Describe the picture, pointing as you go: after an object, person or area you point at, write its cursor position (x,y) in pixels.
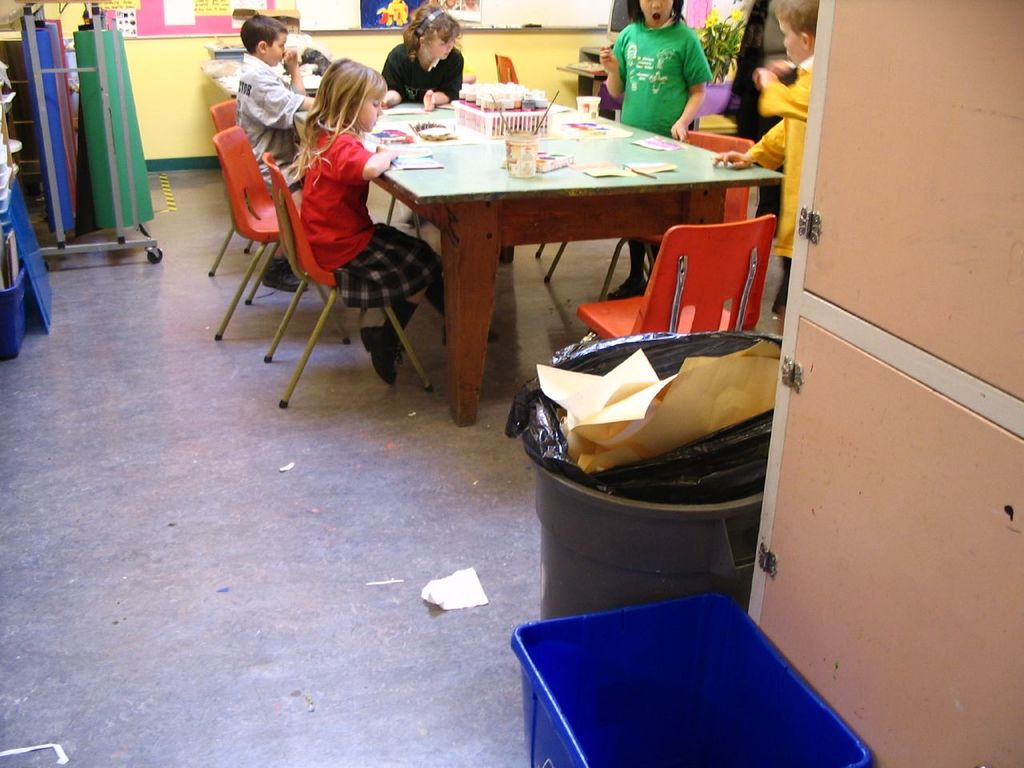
In this picture I can see children (272,106). Among them three children (281,92) are sitting on chairs (261,178) and two children (631,63) are standing. In front of them there is a table (563,185), above the table (623,159) there are papers (593,123) and objects (480,102). Inside this room (189,186) I can see a bin (580,521), container (549,630), plant (726,25), table (233,77) and objects (214,62). Boards (483,7) are on the wall (211,7). To that boards (359,5) there are posters (129,25).
